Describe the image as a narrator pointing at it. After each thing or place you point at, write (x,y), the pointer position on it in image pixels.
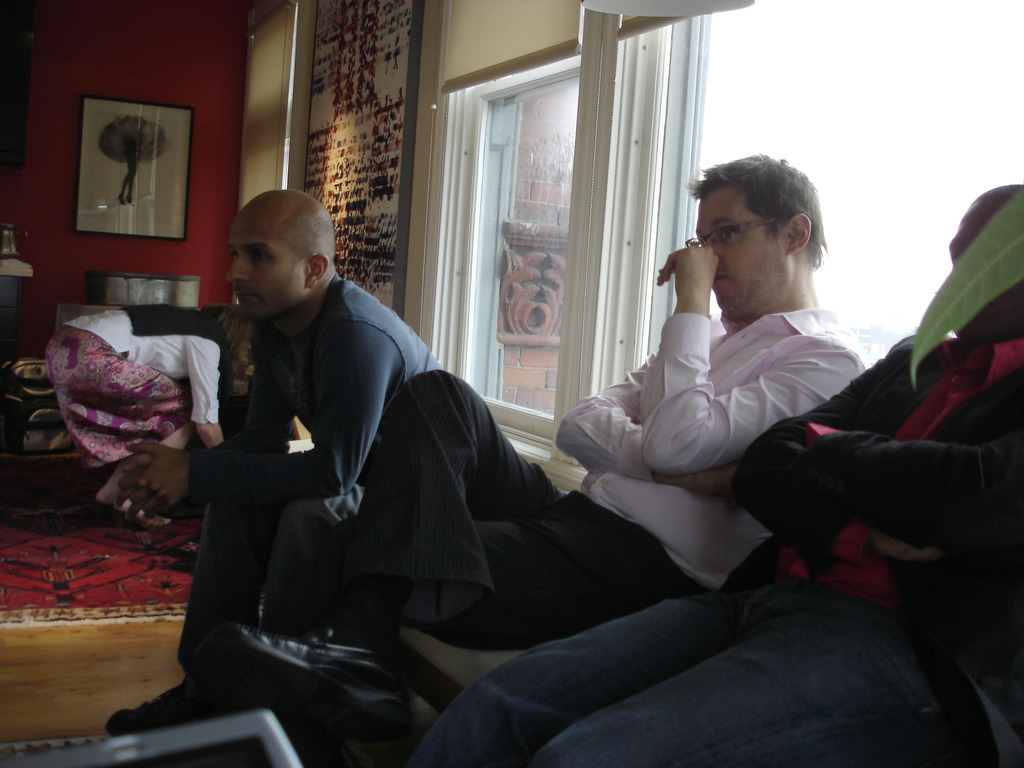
The picture is taken inside a room (441,3). In the foreground of the picture (367,391) we can see three persons (794,423), leaf (949,283) and a table (253,725). In the middle of the picture (457,336) we can see windows (898,100), frames (368,12), couch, person (154,326) and other objects (270,157). Outside the window (495,285) we can see wall (533,253).
